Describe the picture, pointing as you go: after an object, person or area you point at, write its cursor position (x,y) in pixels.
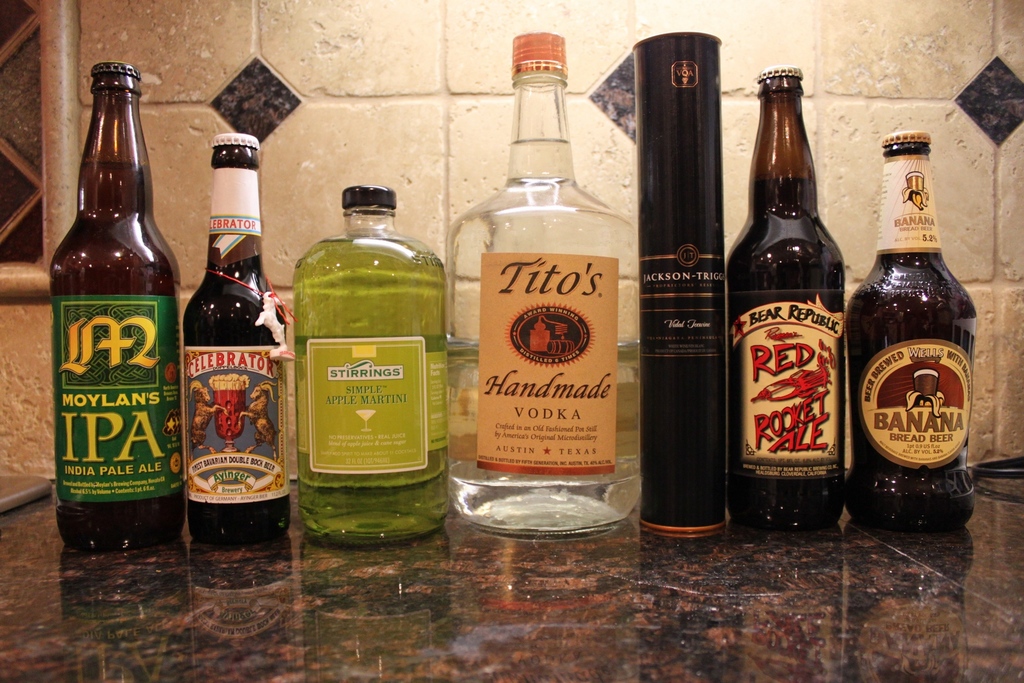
In this image I can see number of bottles (116,461).
